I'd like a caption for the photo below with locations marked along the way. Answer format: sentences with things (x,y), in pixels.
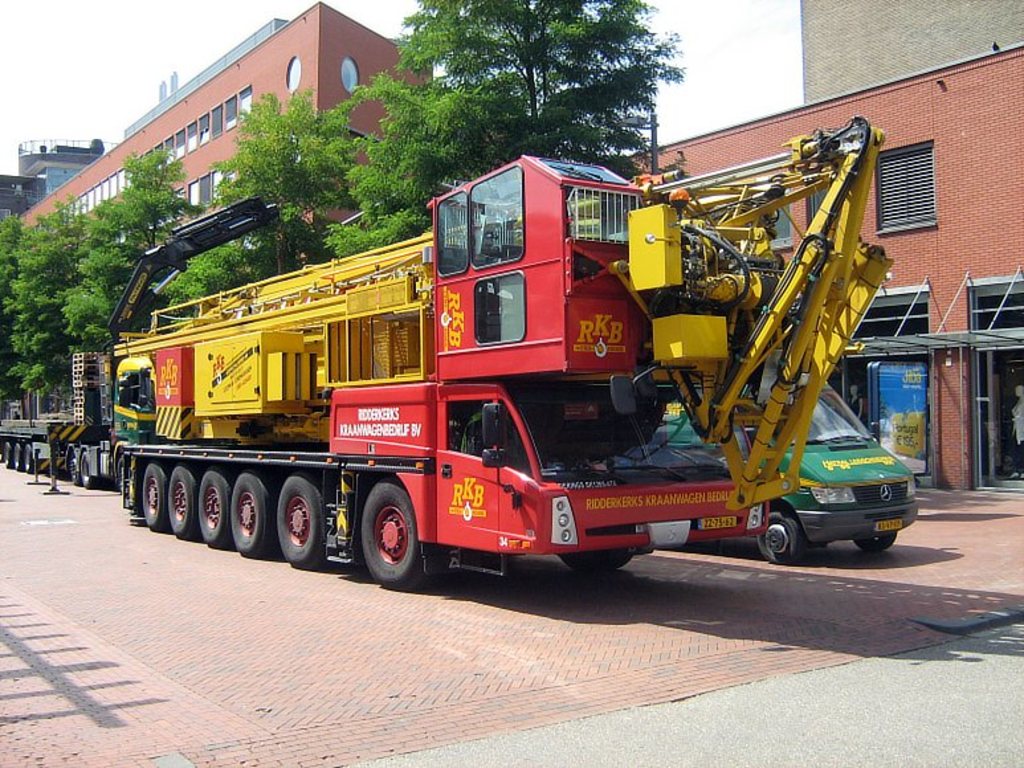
In this image I can see few buildings (148,116), windows (189,200), trees (101,283), vehicles (517,424), crane (230,213) and the board (916,463). The sky (758,98) is in white color.
